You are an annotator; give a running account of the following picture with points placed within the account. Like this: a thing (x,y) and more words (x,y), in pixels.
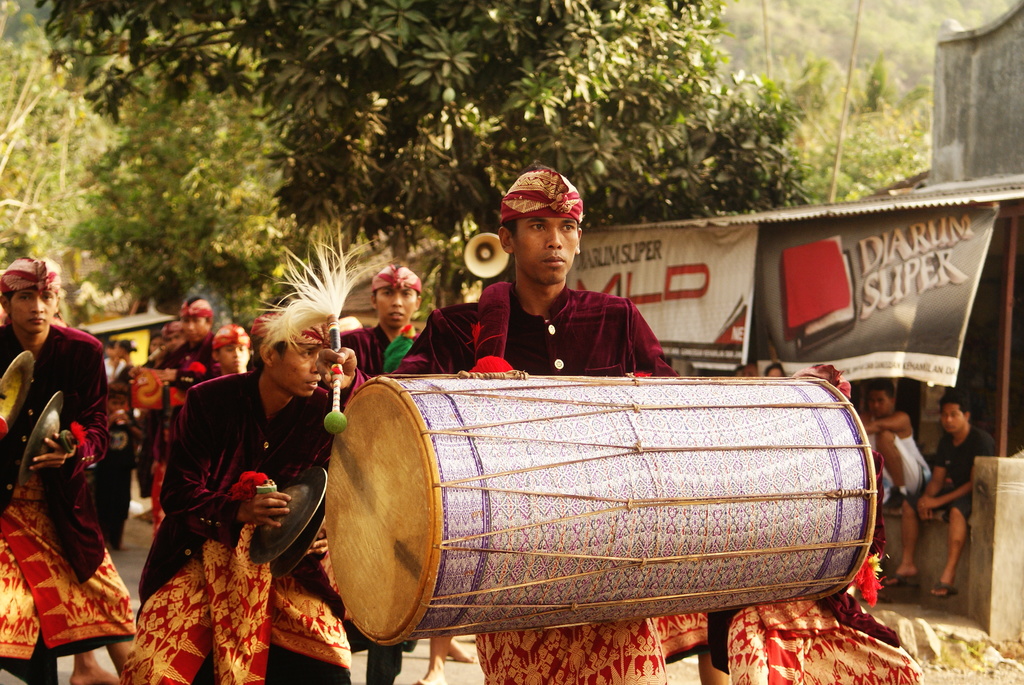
In this image i can see a group of people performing musical instrument (438,513), at right (948,488) i can see two people (923,486) sitting, a banner (894,356), a shed (907,203) at the back ground (767,123) i can see a tree (702,96) and a building (957,92).
